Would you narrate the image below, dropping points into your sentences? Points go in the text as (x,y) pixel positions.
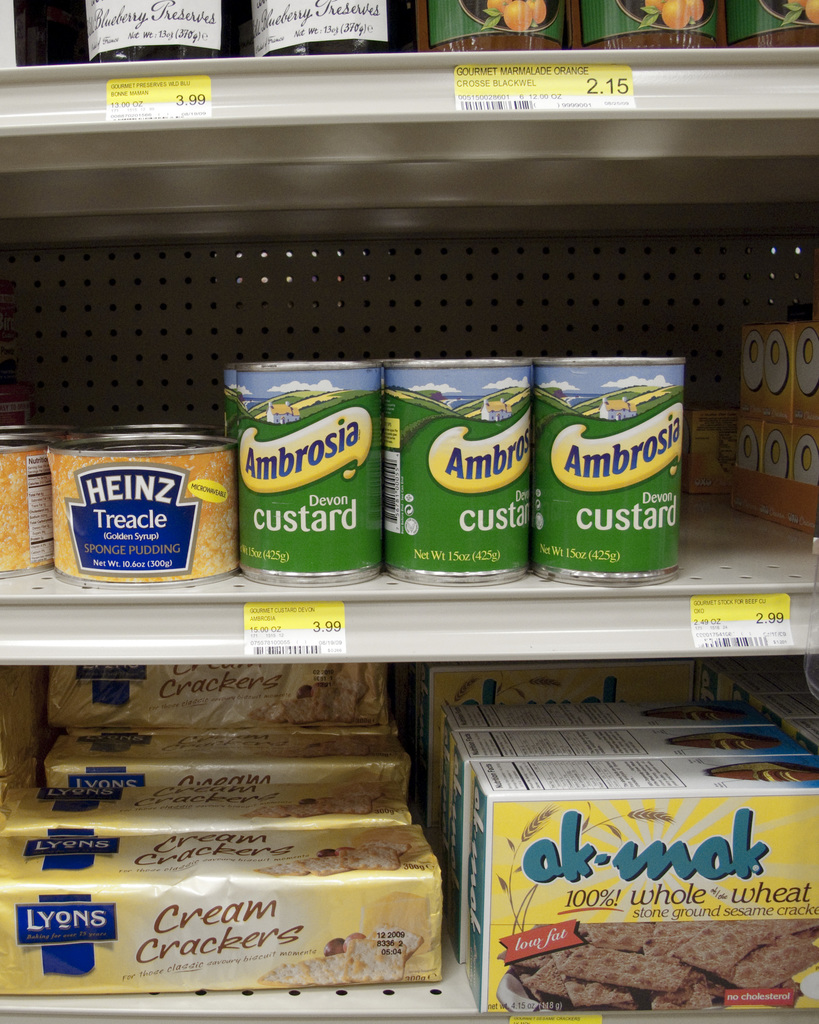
In this picture we can see bottles (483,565), boxes (598,752), and food packets (400,889) on the rack (516,209). There are stickers (116,97).
